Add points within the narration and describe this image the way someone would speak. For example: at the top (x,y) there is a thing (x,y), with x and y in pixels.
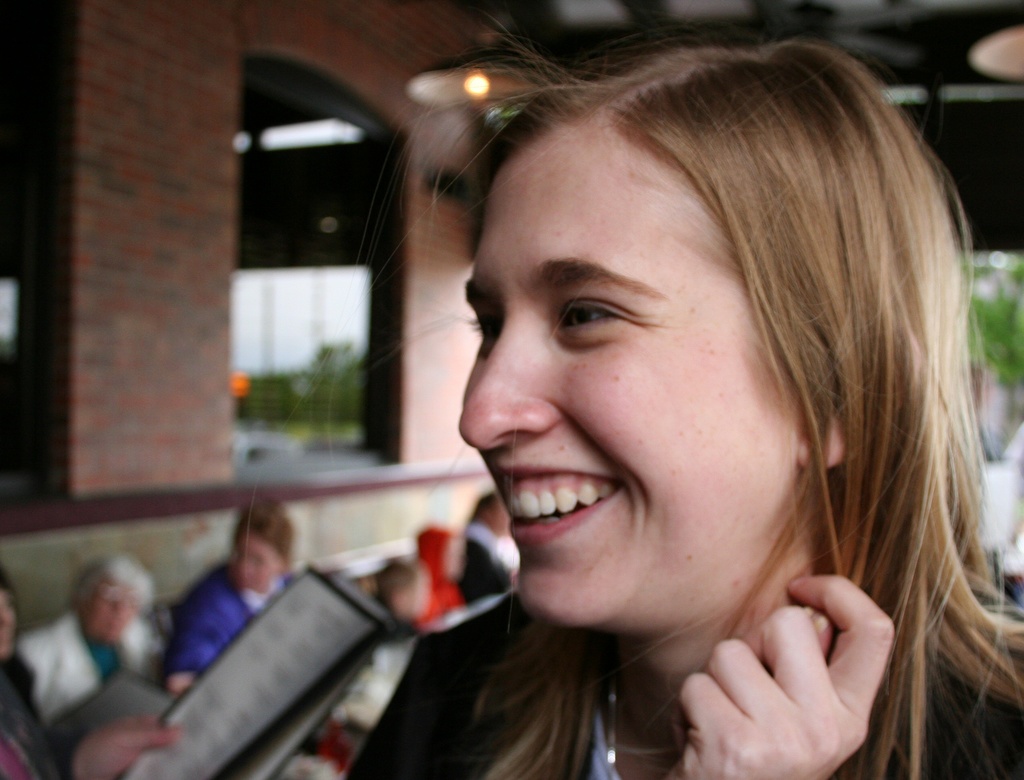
In this picture there is a woman (846,257) who is wearing black dress (485,740) and she is smiling. On the left (23,771) there is another person (58,734) who is holding the papers (250,748). Beside him I can see some peoples (236,617) were sitting on the chair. On the left (330,319) I can see the windows (354,203) on the wall (336,7). At the top (444,102) I can see the lights (452,90) which are hanging from the roof (954,33). In the background (992,273) I can see the trees (984,301), buildings (997,409), poles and other objects (1001,480).
